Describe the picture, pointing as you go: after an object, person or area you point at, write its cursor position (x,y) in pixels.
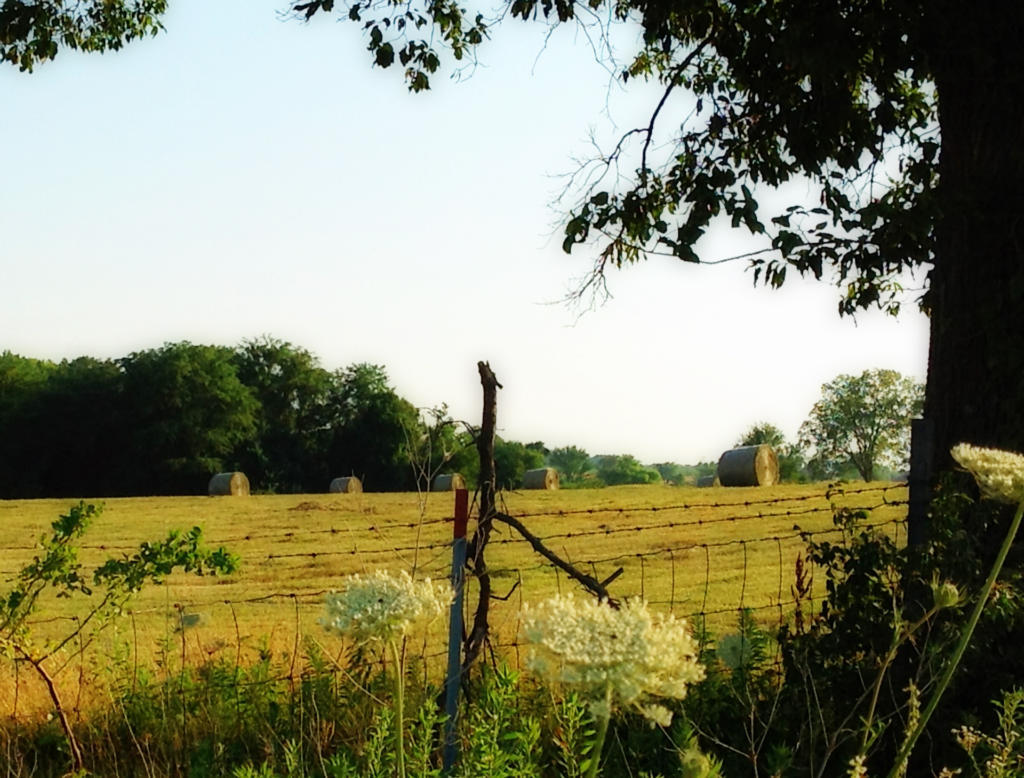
Here in this picture, in the front (385,676) we can see fencing (760,599) present and we can also see some plants (344,686) present and we can see the ground (294,583) is fully covered with grass (313,578) and we can also see other plants (155,417) and trees (506,466) present and we can see the sky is clear.
